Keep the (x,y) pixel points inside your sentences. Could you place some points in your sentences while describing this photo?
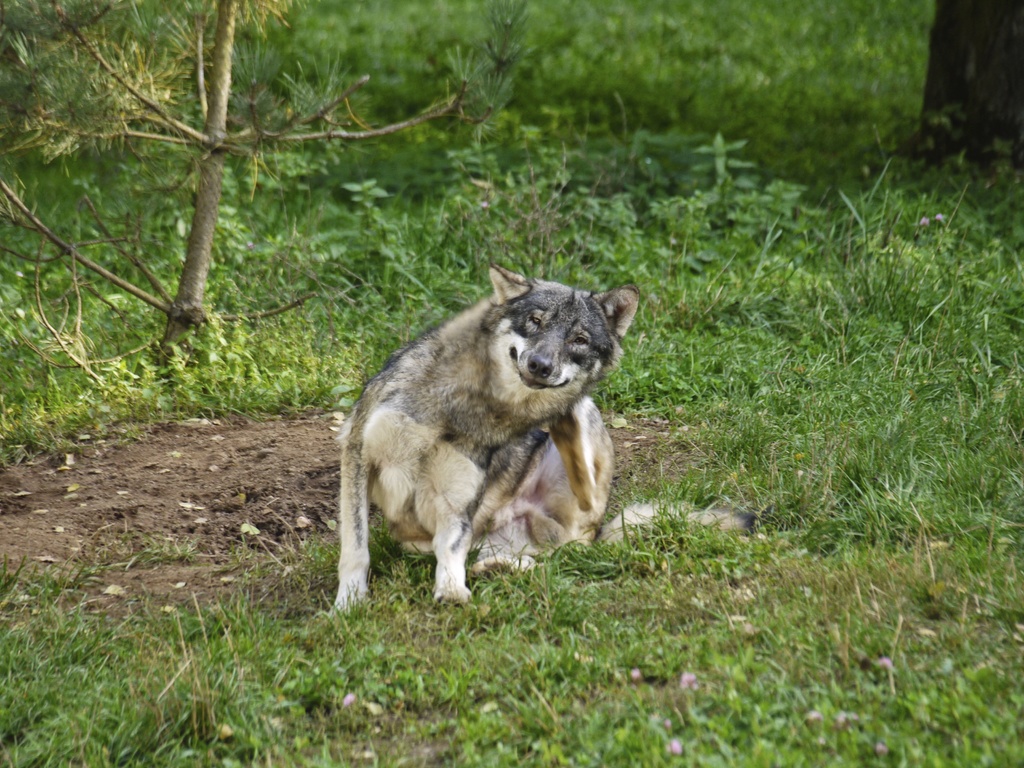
In this image a dog (448,404) sitting in a field (231,335), in the background (202,305) there are trees (928,58).
